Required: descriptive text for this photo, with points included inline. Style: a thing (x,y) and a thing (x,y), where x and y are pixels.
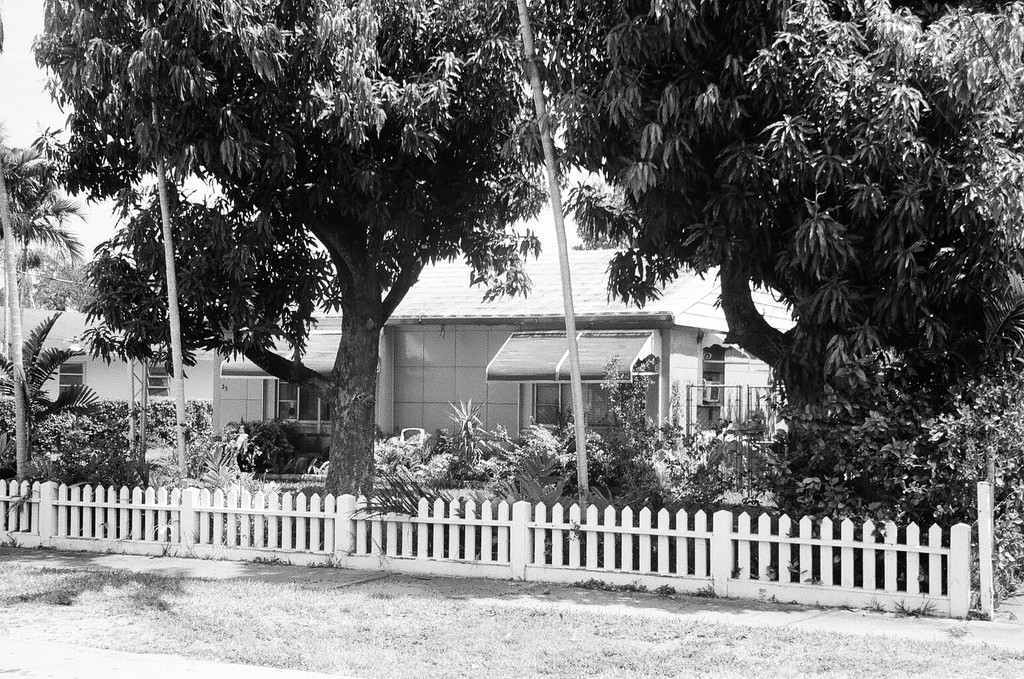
In the image there are trees (358,256) inside fence (351,497) along with plants (547,477) on the land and behind it there is a building (421,327), this is a black and white picture.
